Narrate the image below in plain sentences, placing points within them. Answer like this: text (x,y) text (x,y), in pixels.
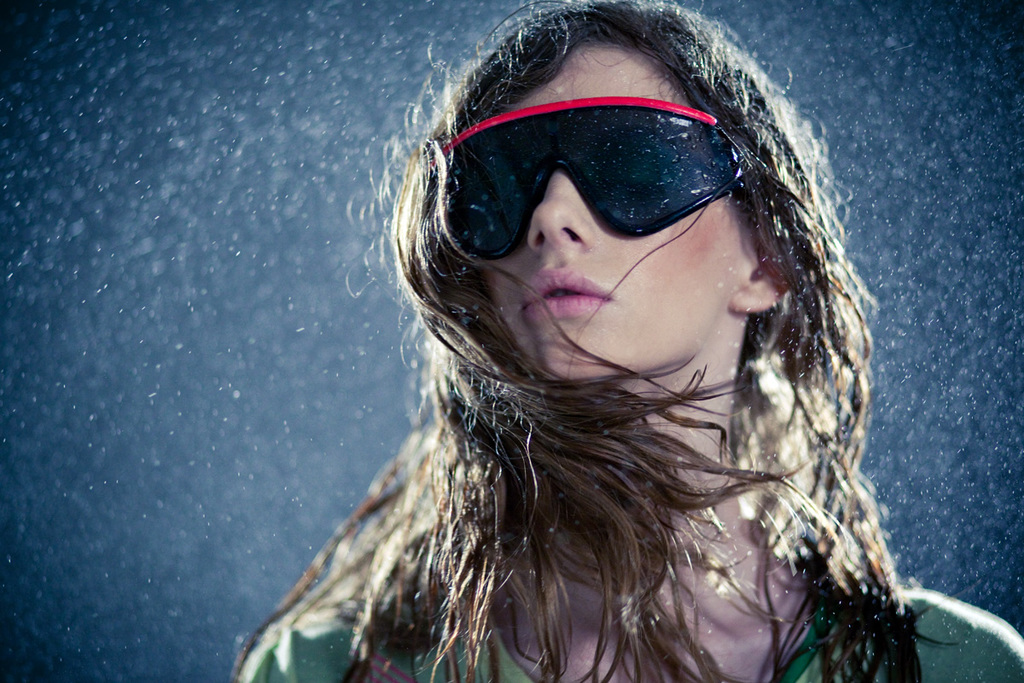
As we can see in the image there is a woman (671,269) wearing spectacles (622,190) and there are water drops (319,220).
